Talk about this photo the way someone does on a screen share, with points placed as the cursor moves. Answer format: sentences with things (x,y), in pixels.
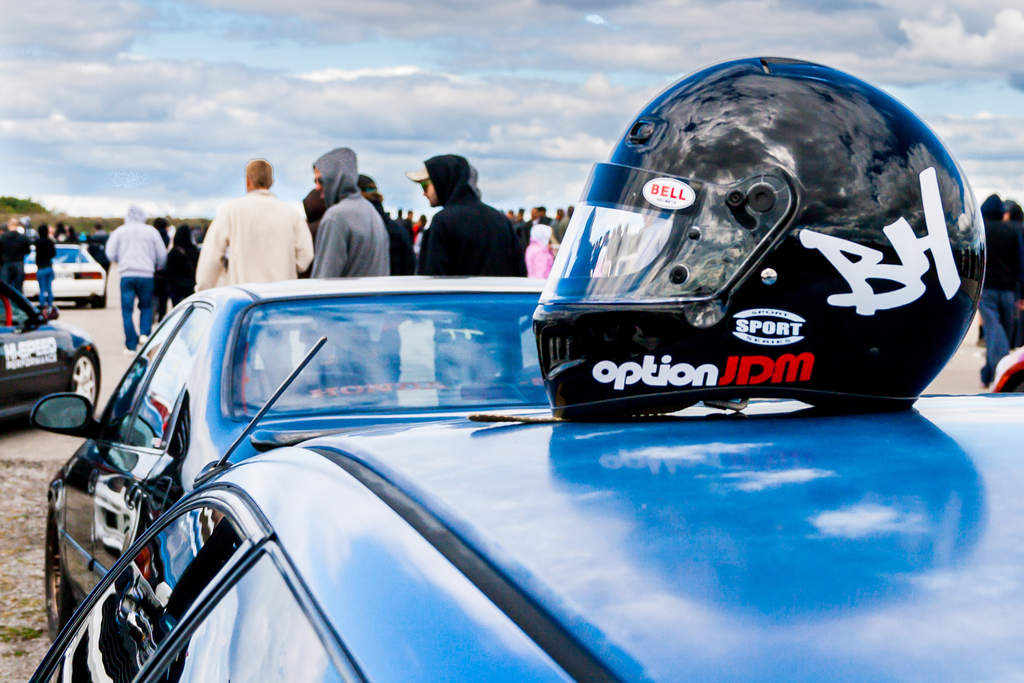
Here we can see a vehicle (790,429) and there is a helmet (698,388) on it. In the background (407,370) there are vehicles (9,358), few persons (263,236) standing on the road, trees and clouds (63,198) in the sky (18,46).
